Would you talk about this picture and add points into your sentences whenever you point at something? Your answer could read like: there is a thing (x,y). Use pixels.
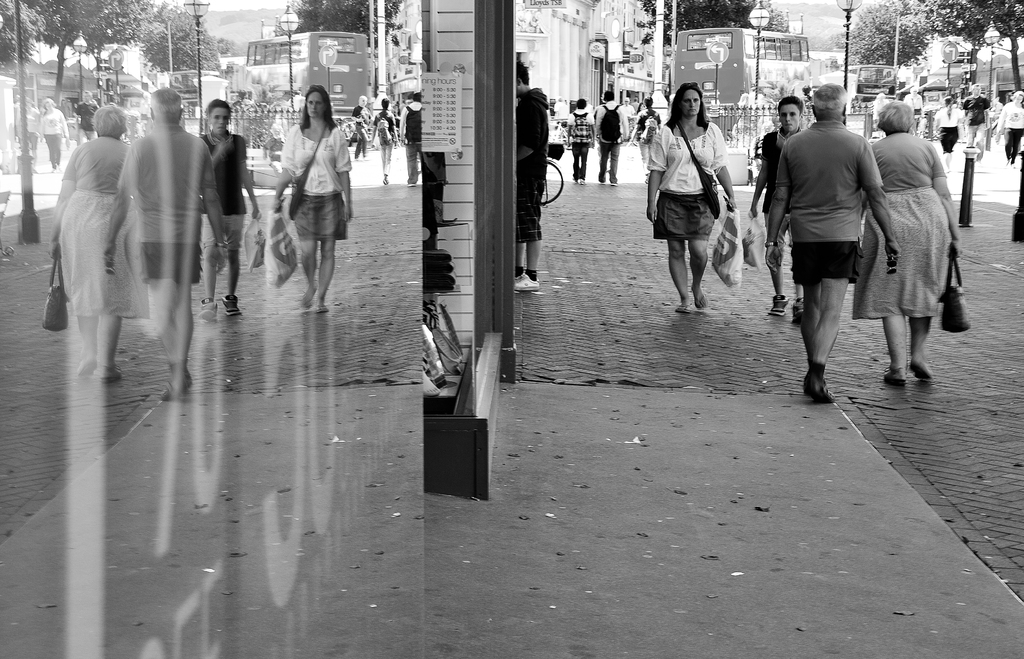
The image is taken on the streets (770,535). In the foreground of the picture (528,181), where we can see a lot of people (807,379) walking on the roads (867,491). On the left (117,169) it is a glass window (258,237) and then there is a building (503,15). In the center of the picture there are street light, vehicle (734,78) and people (543,105) crossing the road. In the background (749,16) there are trees (937,19), building (555,54) and sky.
